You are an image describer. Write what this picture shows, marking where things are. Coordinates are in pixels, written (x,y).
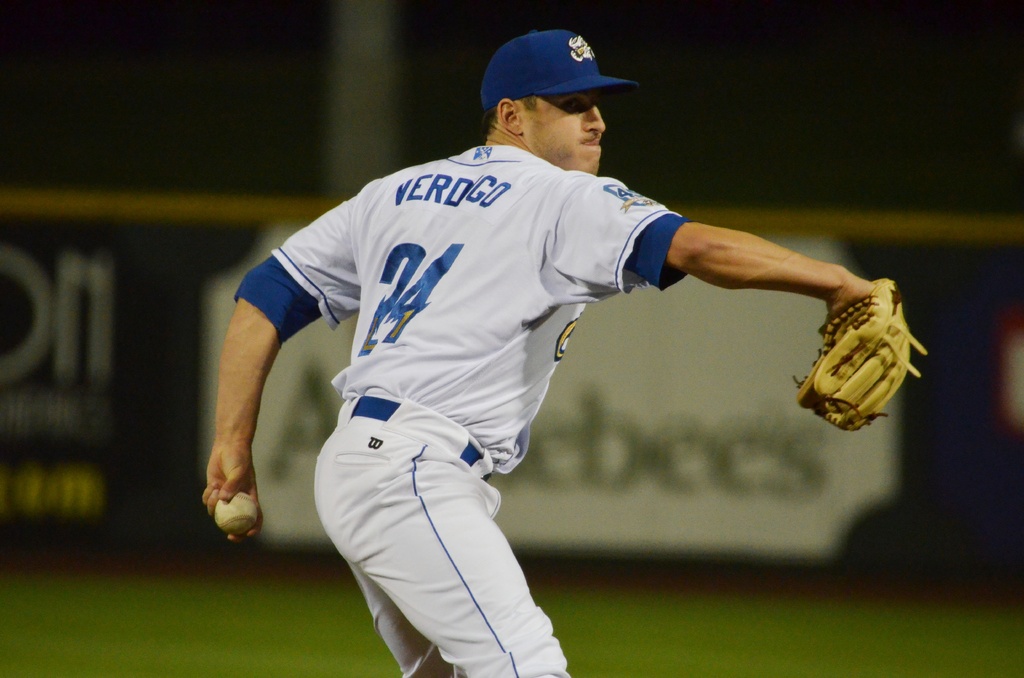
In the image there is a man (475,262) with white and blue dress (406,515) is standing and there is a cap (551,73) on his head (551,73). He is holding a ball (231,525) in one hand (231,525) and a glove (870,384) in another hand (870,384). Behind him there is a blur background (101,363).
